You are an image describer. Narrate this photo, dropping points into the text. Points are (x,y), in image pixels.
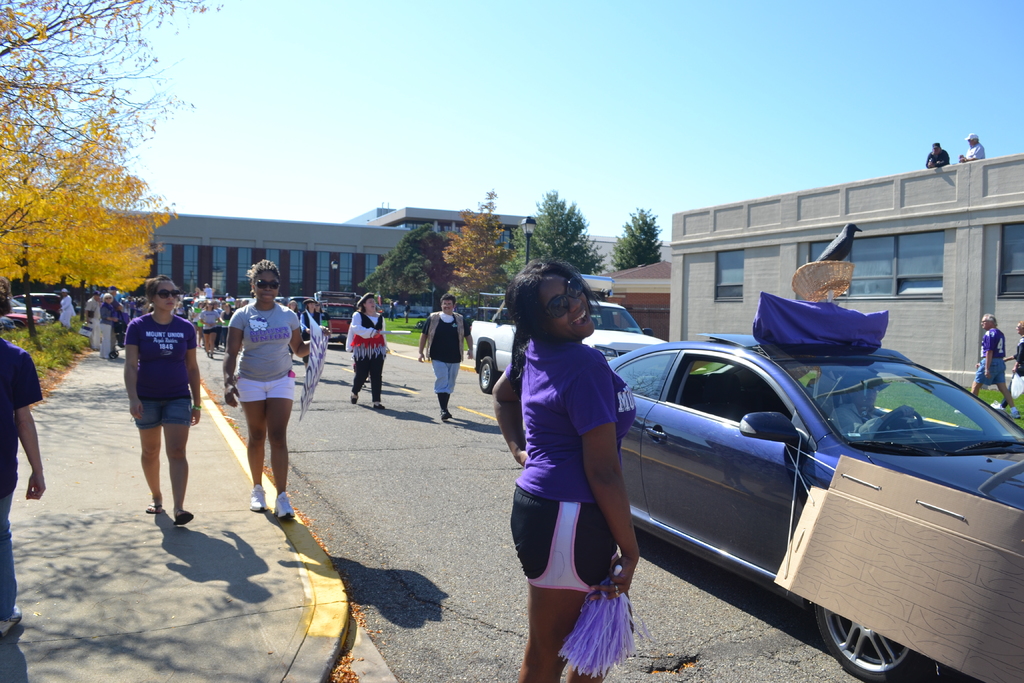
In this image we can see a group of people (292,381) and cars (900,439). On the right side of the image (910,285) we can see a building (939,274) on which two persons (979,158) are standing. In the background of the image (316,276) we can see a building (345,254) and trees (430,249) on the both sides of the image.
